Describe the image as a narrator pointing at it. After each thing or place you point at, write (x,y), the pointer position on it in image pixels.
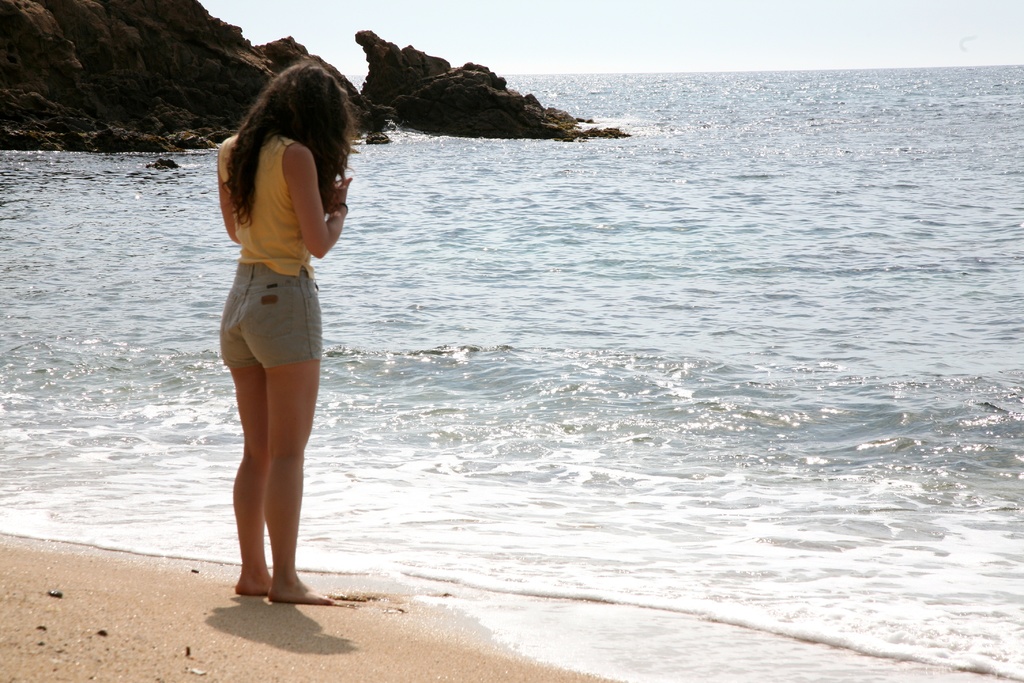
In this image we can see a lady person (260,220) wearing yellow color top (259,238), jeans bottom (261,341) standing at seashore (336,625) and in the background of the image (654,153) there is water (670,106), rock (227,119) and clear sky (691,50).
